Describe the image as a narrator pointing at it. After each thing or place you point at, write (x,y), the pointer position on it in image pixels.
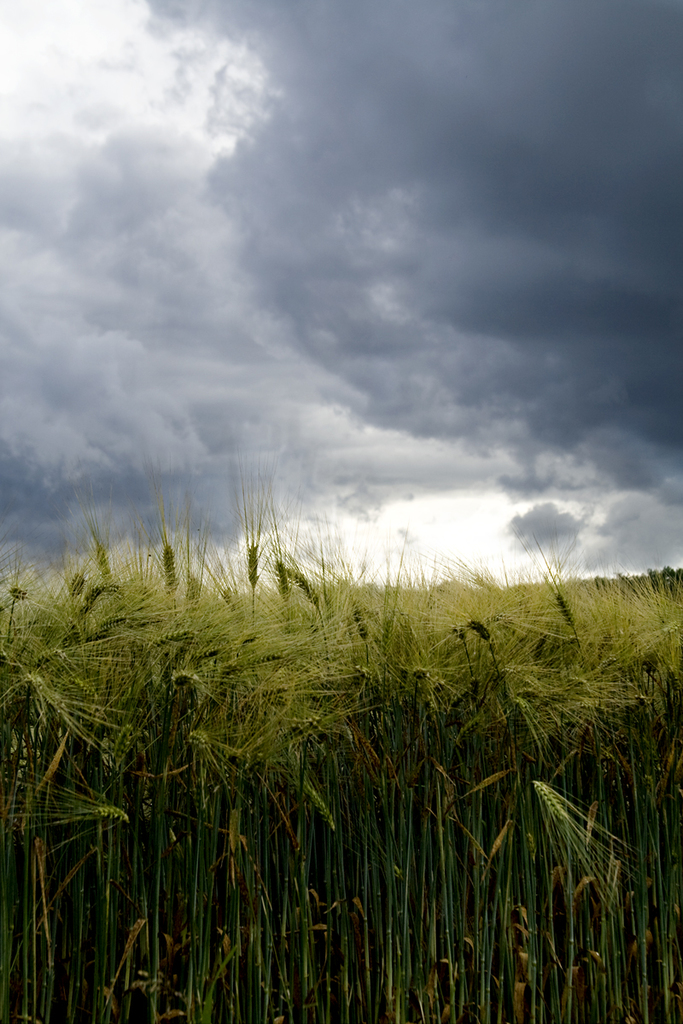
At the bottom of the image (297,939) we can see the wheat field (438,757). At the top of the image (221,175) we can see the clouds (228,523) are present in the sky (247,448).
